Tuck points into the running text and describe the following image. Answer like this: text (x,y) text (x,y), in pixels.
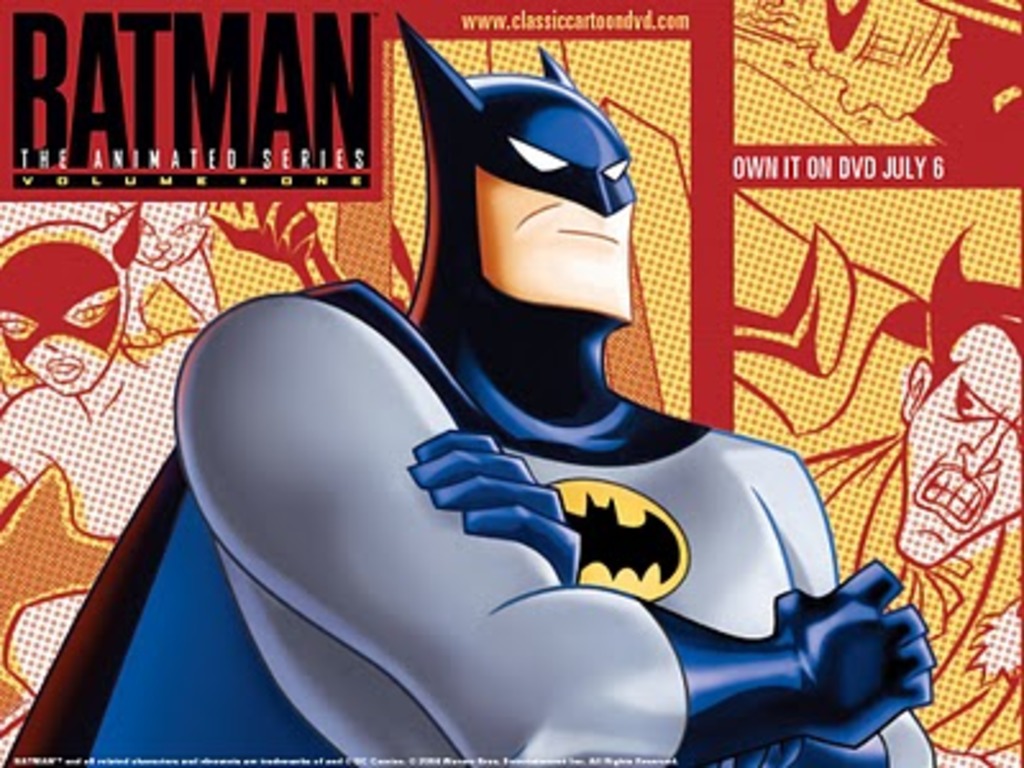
In the image there is an animation image of a batman (463,570) and in the background (53,302) there are some other pictures (53,302) and names (233,183).
